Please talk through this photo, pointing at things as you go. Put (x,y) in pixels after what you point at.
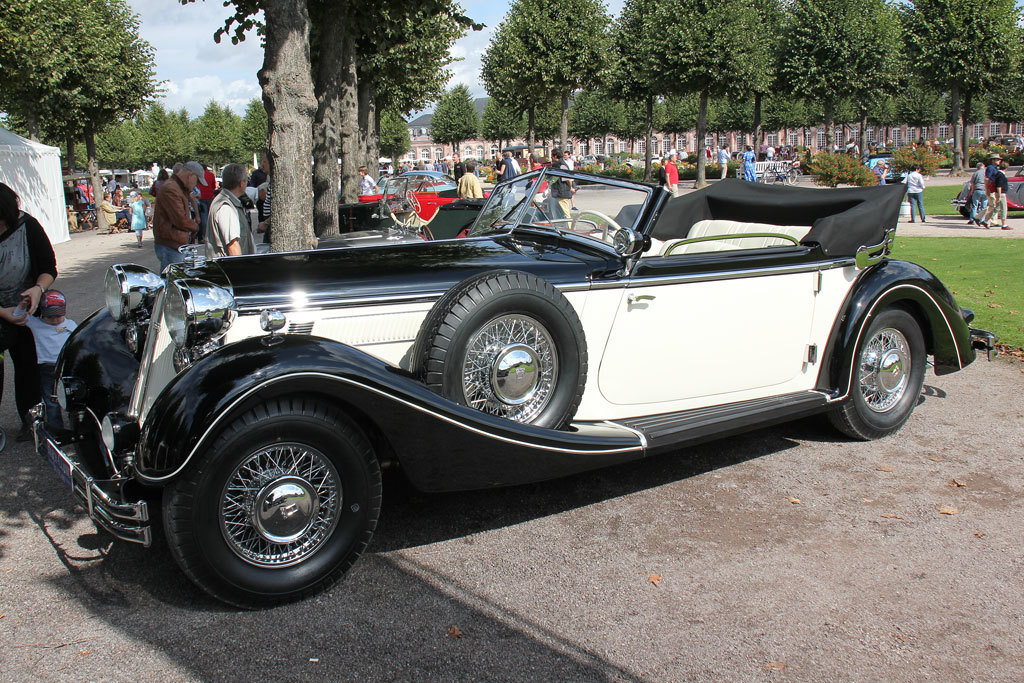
In this image, we can see vehicles (461,445) on the ground (76,554) and a few people (163,237). There are few trees (630,68) and we can also see some grass (908,242). In the background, we can see the sky (470,48).
